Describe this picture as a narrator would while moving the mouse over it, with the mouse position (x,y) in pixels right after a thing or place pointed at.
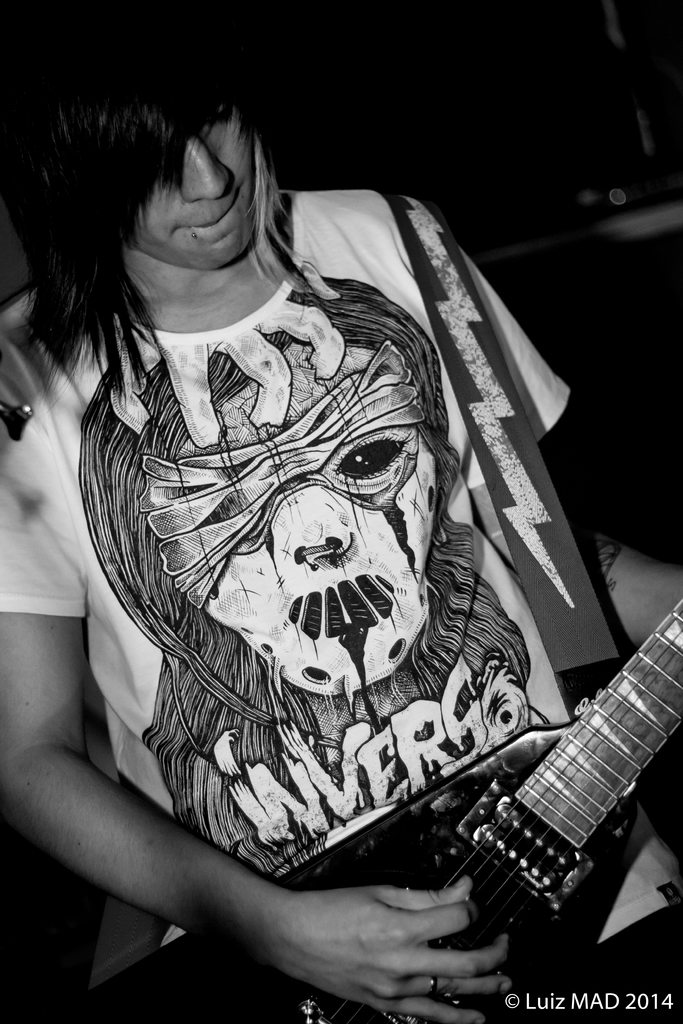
In this picture we can see a man (168,896) who is playing guitar (602,773).
